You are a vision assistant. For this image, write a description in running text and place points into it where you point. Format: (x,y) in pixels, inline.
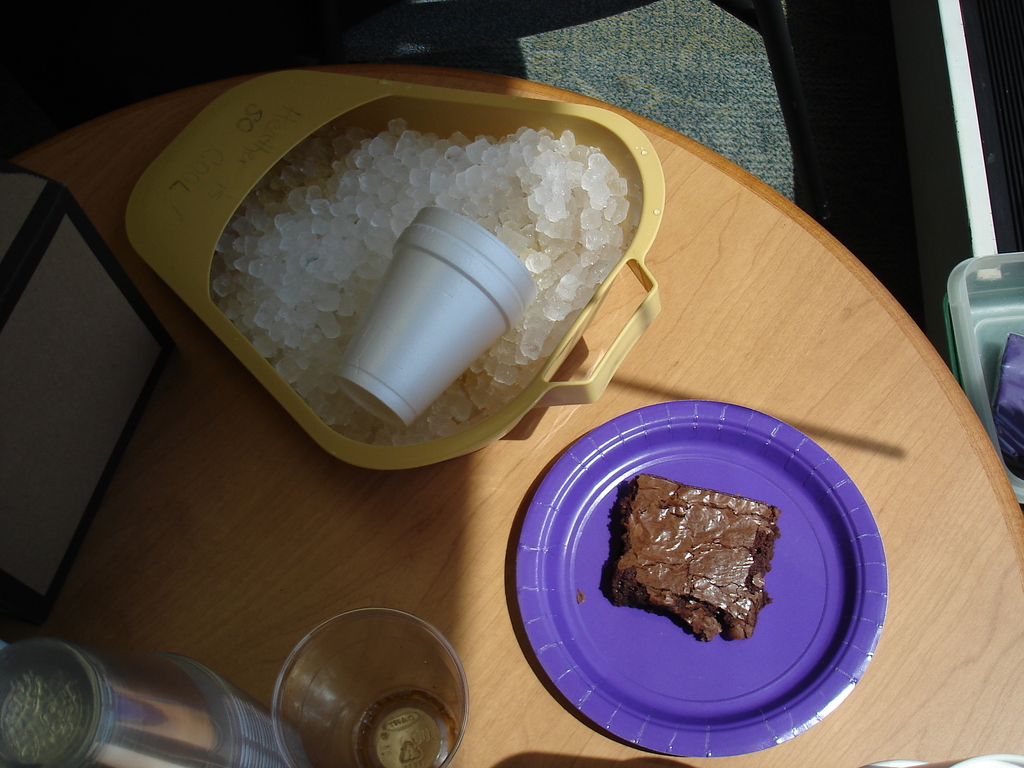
In this image I can see few food items (338,401) in the plate (566,552) and in the yellow color object (139,216) and I can see few glasses (93,727) on the table (412,549).
